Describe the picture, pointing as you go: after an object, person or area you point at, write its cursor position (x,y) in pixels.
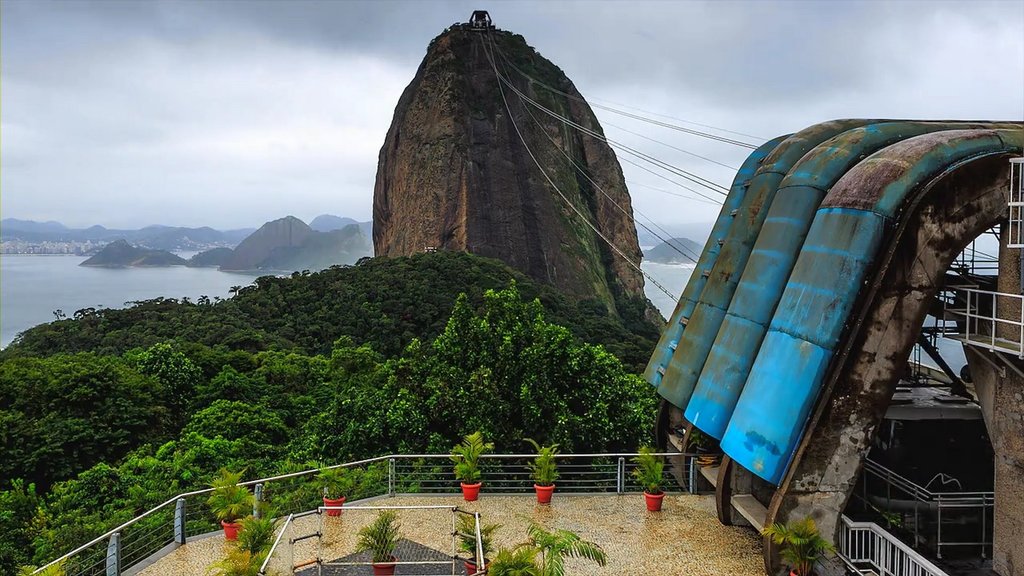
In this image we can see a rock (464,245), here are the wires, there are the trees (264,362), here are the flower pots (389,553), there is the water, there are the mountains (295,227), at above here is the sky (299,214).
